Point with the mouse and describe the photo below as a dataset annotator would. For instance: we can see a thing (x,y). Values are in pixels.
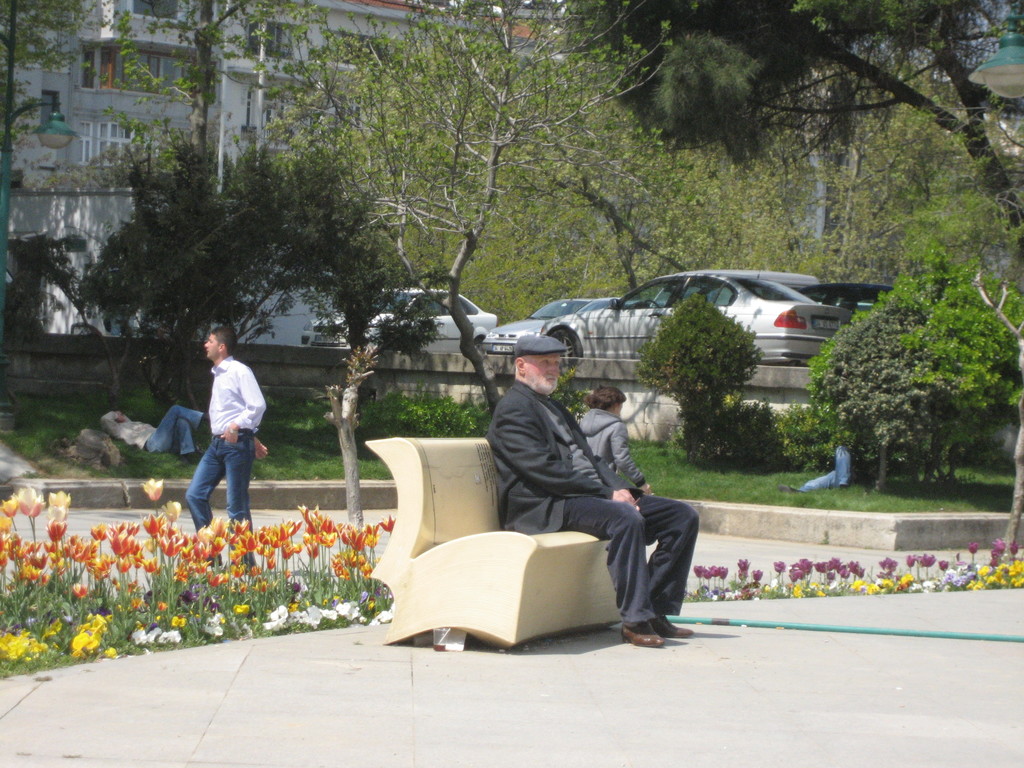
In this image we can see a few persons (504,492), two of them are lying on the garden (281,410), one person (543,492) is sitting on the couch (491,557), there are some flowers (312,535), plants (892,452), trees (491,250), also we can see buildings (42,119), vehicles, light pole (58,135).
